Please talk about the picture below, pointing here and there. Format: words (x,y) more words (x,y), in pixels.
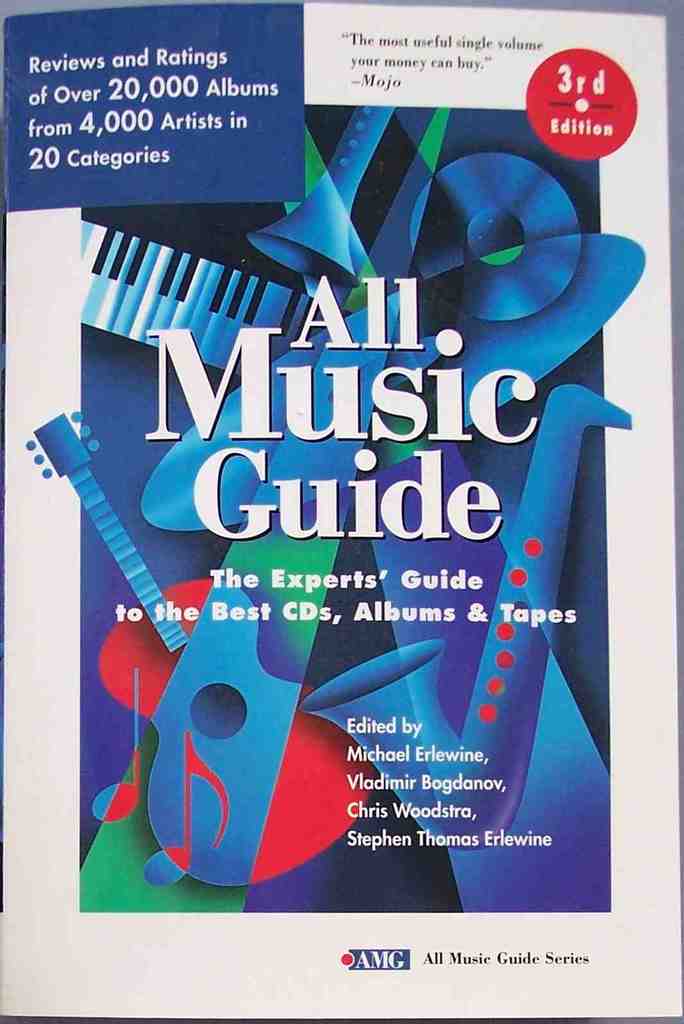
In this picture we can see the image of the book (563,477), on which "All music guide" is written.
